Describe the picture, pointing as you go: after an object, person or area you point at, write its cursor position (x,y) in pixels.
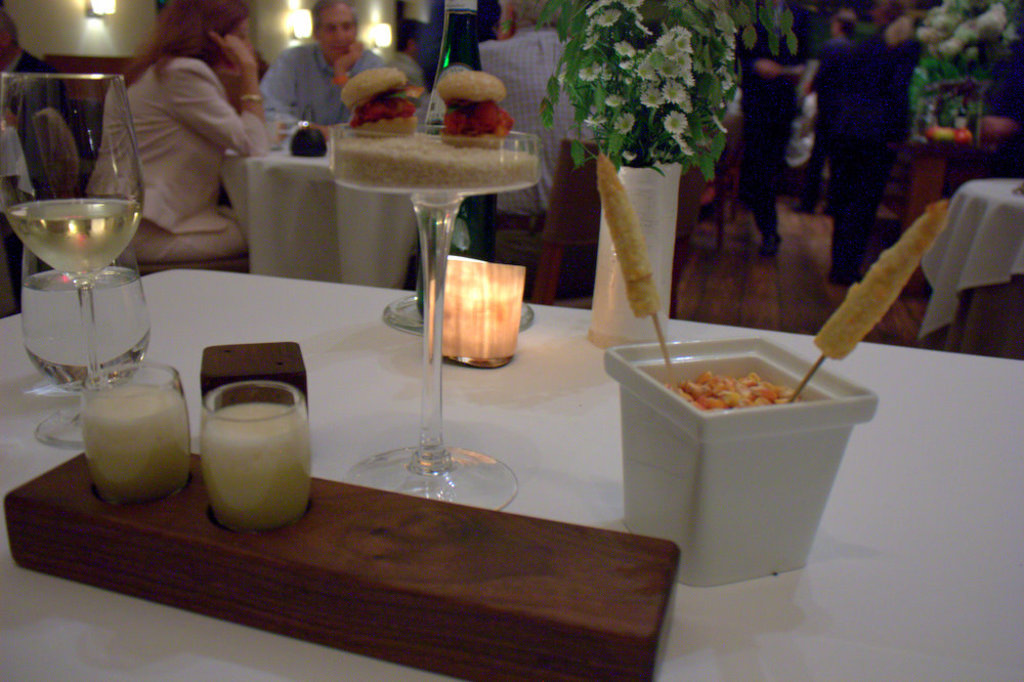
This is a table (363,367) covered with white cloth (263,308). I can see a wine glass (56,234) with wine (97,238), a flower vase (671,167) with flowers (655,76), bowl (692,445) a wooden object (490,538) and some other object (499,352) placed on it. At background (340,77) I can see people (339,62) sitting and standing. These are the wall lamps (112,2) attached to the wall (77,49).
